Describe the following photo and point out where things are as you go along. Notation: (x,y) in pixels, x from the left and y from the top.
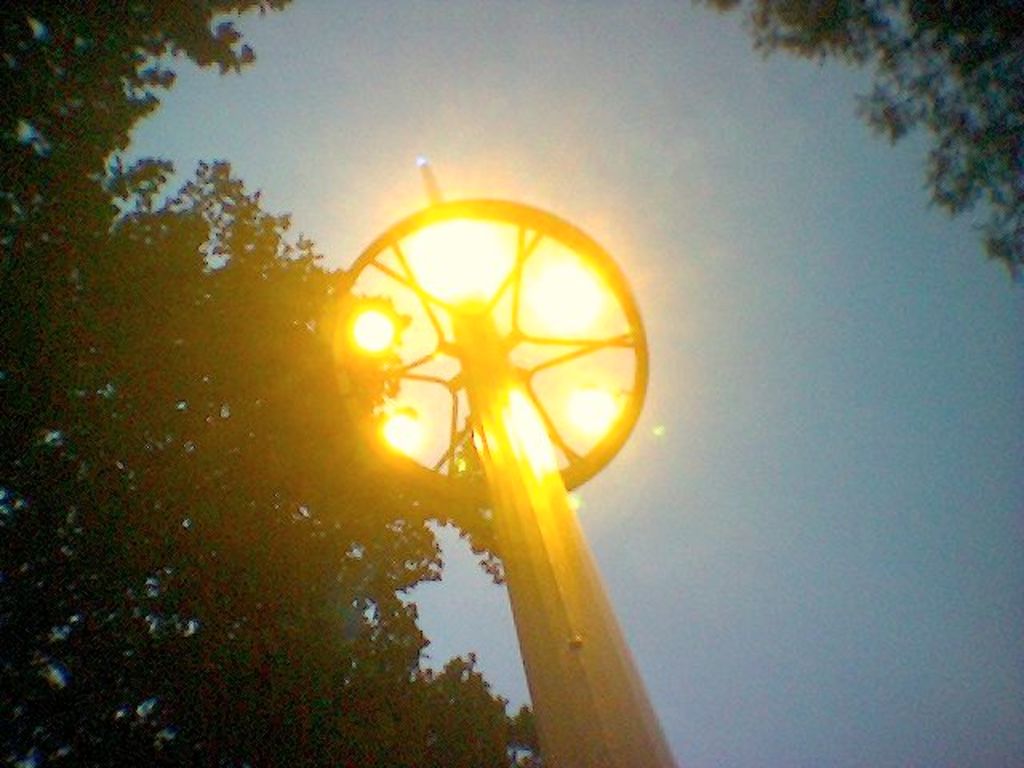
In this image in the center (531,375) there is a pole (489,374) and some lights (541,285), and also we could see some trees (953,156) and sky (622,182).
